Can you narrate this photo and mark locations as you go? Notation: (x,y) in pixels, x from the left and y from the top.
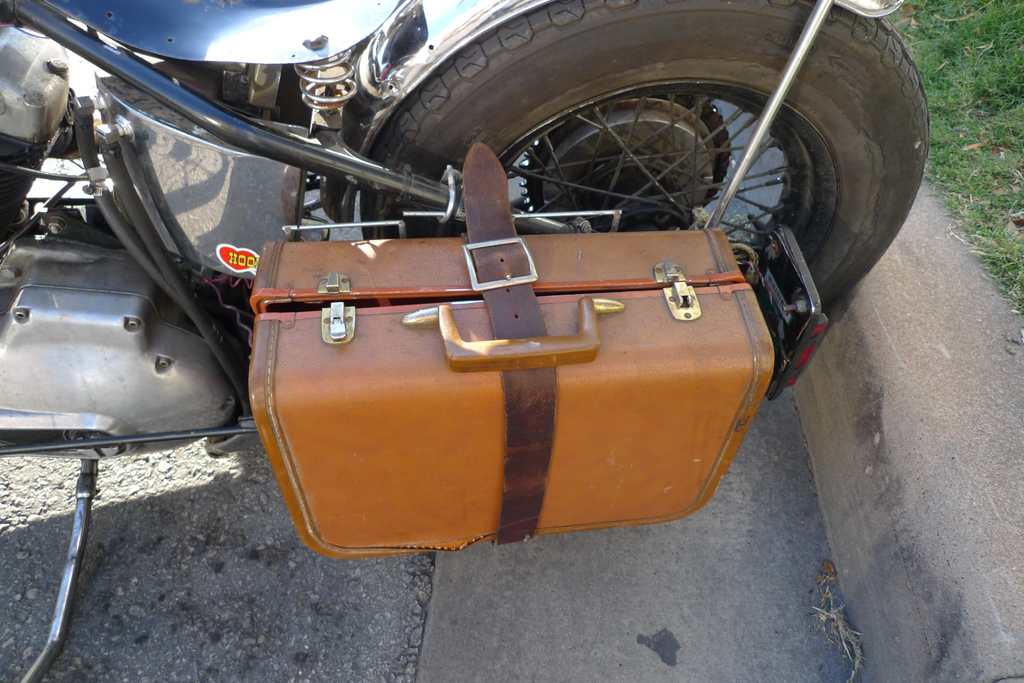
There is a box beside the bike tyre (703,49).
